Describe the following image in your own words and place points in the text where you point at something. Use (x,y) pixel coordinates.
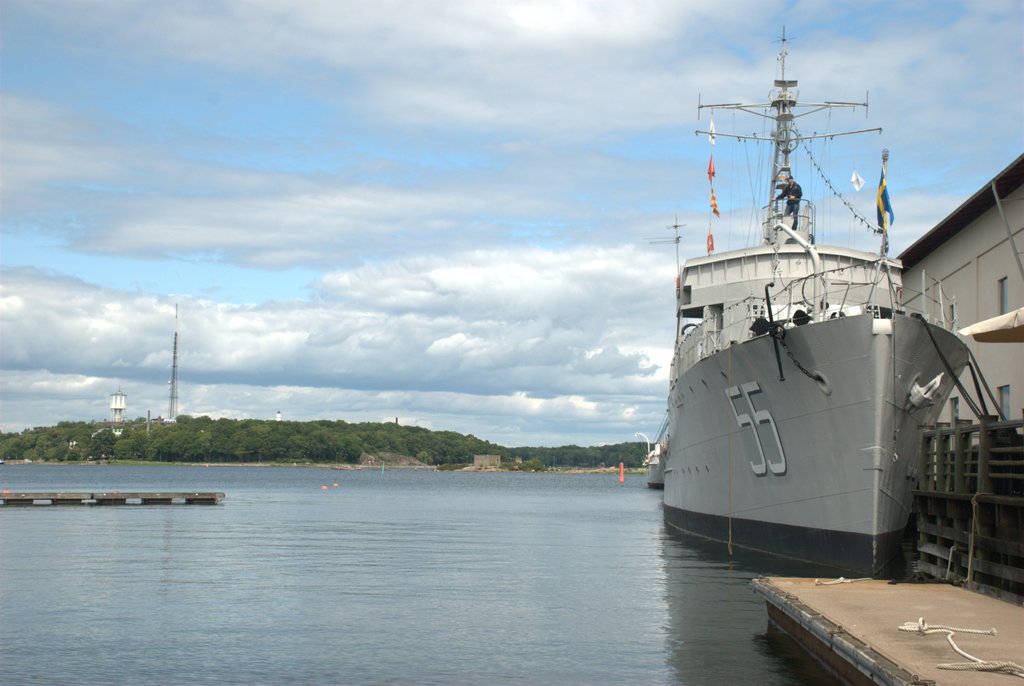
In this picture I can see the warship (760,399) on the water (587,545), beside that I can see the shed (996,377). In the background (121,439) I can see the mountain (364,449), trees (364,449), towers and other objects (496,456). At the top (593,153) I can see the sky (393,197) and clouds (286,222). On the left (101,503) there is a pier (144,501). At the top of the ship (878,264) I can see the man (792,210) who is standing near to the flags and poles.
